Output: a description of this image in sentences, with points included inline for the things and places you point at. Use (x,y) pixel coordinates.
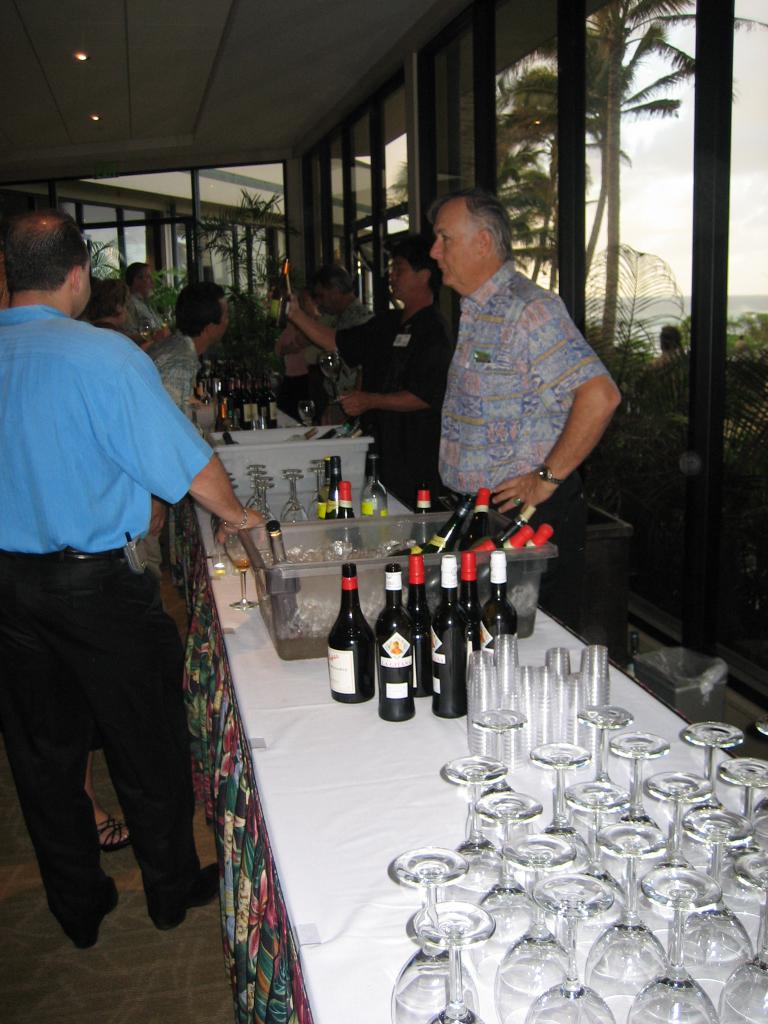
Here we can see a group of people (333,296) are standing, and in front (402,827) here is the table (221,634) and bottles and glasses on it, and at back (614,58) here is the trees (623,114), and here is the tree (621,65).
